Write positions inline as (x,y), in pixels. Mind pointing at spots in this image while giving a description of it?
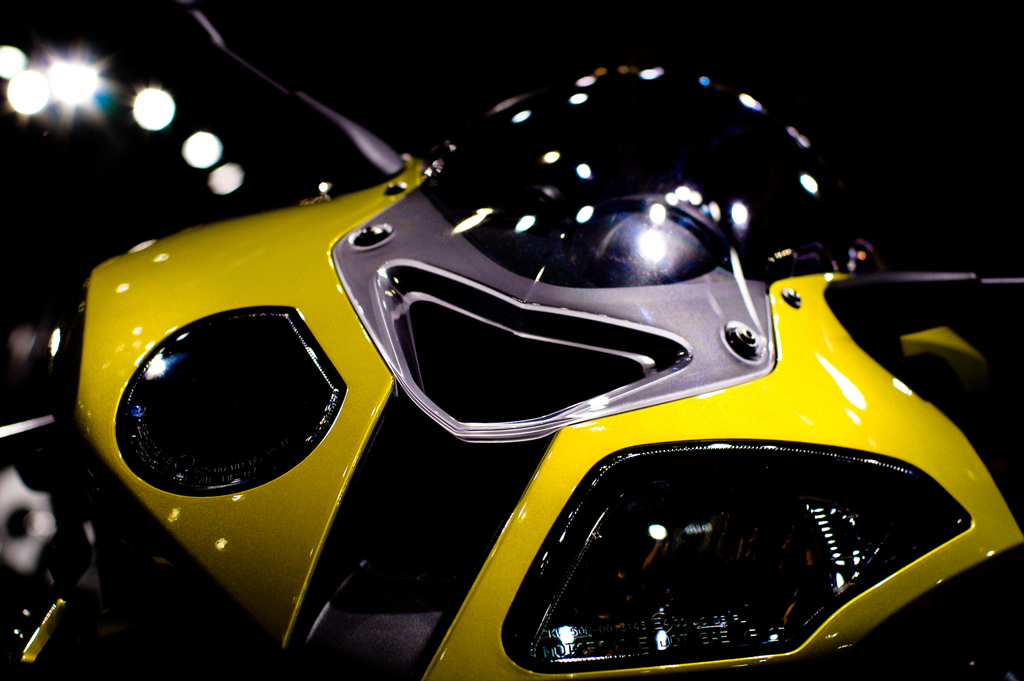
In this picture I can see a motorbike (565,434) and I can see few lights (73,91).
